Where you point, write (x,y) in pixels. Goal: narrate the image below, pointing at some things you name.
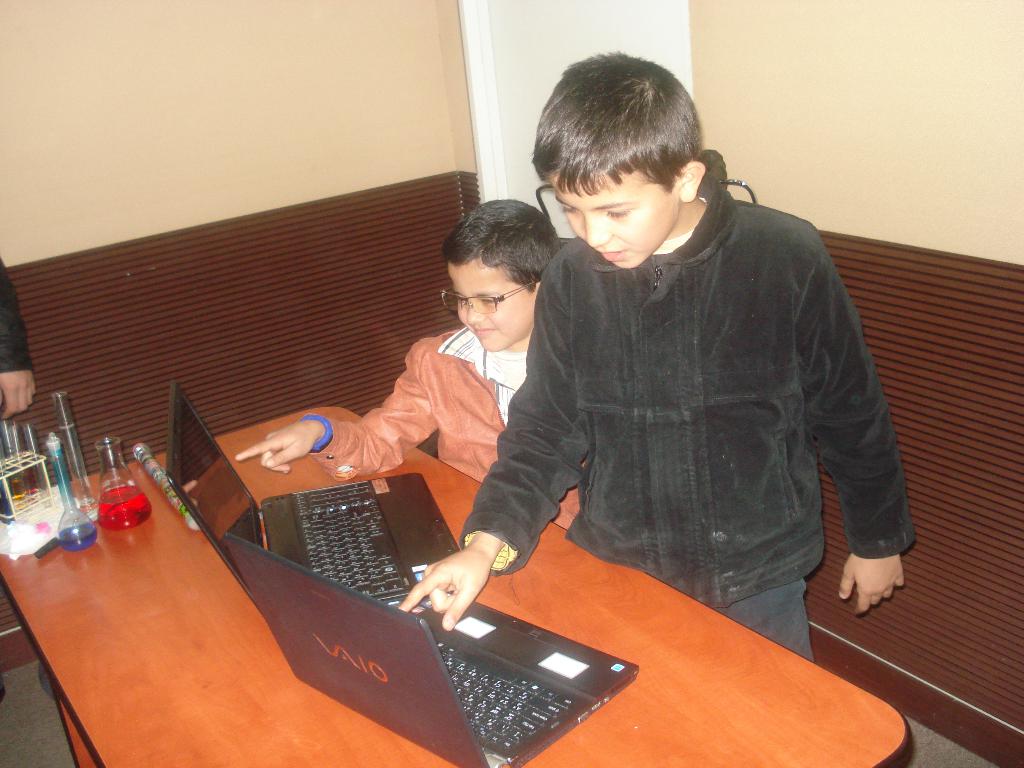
Two boys (559,386) are there and on the table (419,466) there are 2 laptops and few glass jars (84,516).
